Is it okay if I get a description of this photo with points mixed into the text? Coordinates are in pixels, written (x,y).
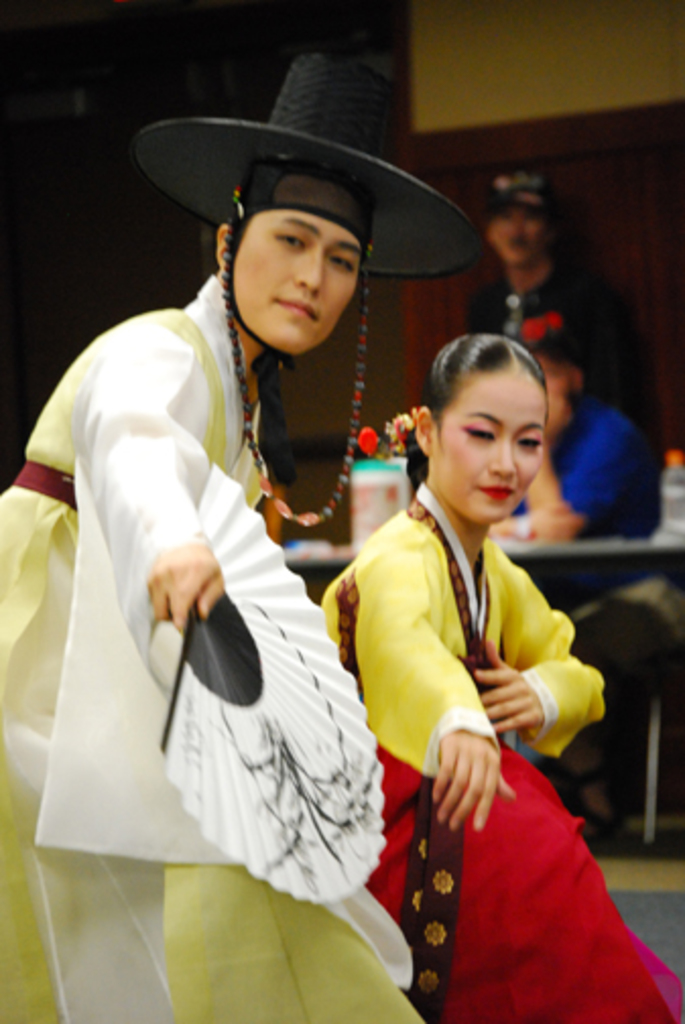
I can see there is a man (251,386) and woman (433,564) standing here and performing dance and in the backdrop (440,338) I can see there is a wall (488,89).
